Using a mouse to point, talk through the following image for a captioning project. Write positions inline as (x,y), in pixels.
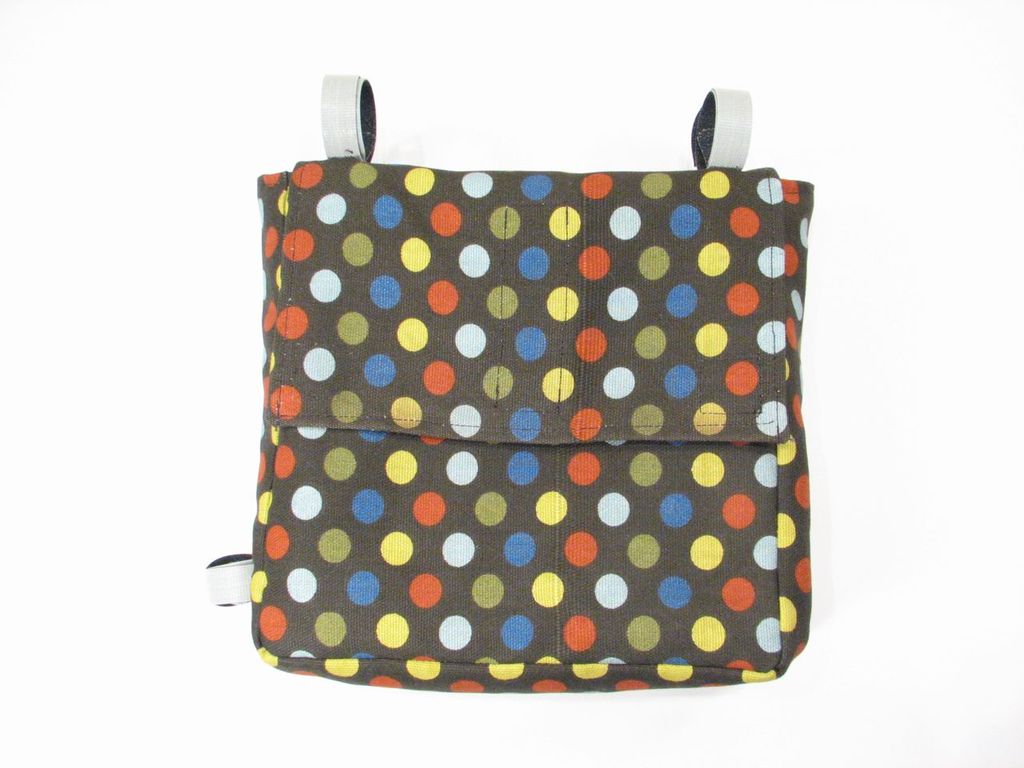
A bag (754,263) is shown in the picture. There are colorful dots (333,222) on the bag (510,262). It has gray straps (352,113).
